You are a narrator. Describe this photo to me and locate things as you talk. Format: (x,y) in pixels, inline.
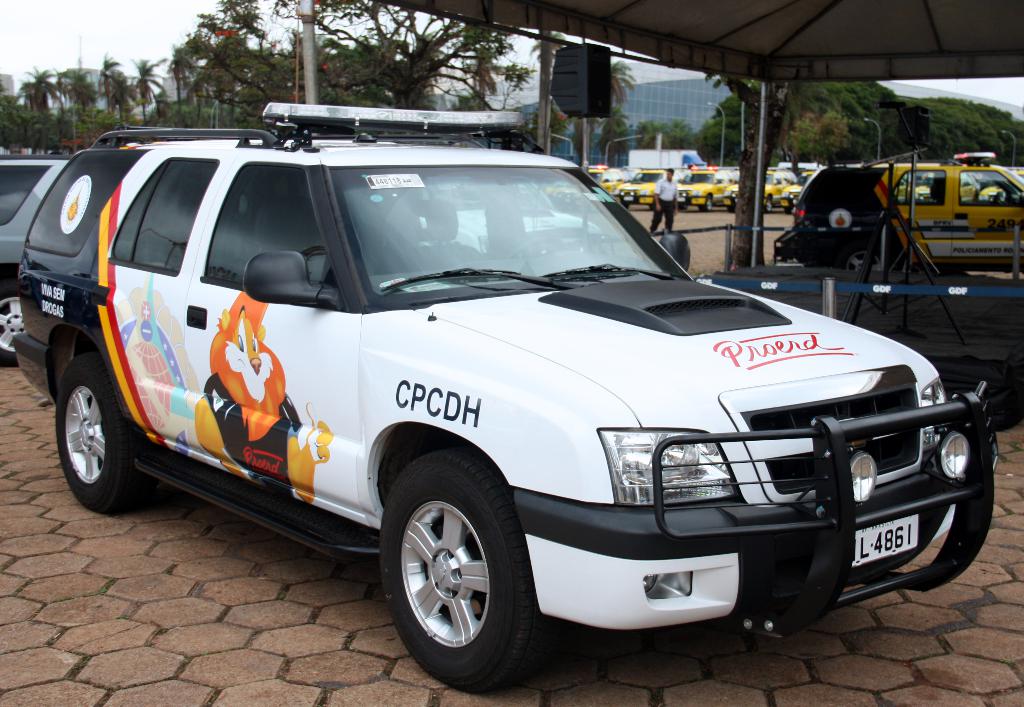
In this image we can see cars (613,280) parked on the road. At the top right of the image (738,21) there is a shed (730,36). In the background of the image (385,67) there are trees (291,86), buildings (674,85) and sky (135,20).
